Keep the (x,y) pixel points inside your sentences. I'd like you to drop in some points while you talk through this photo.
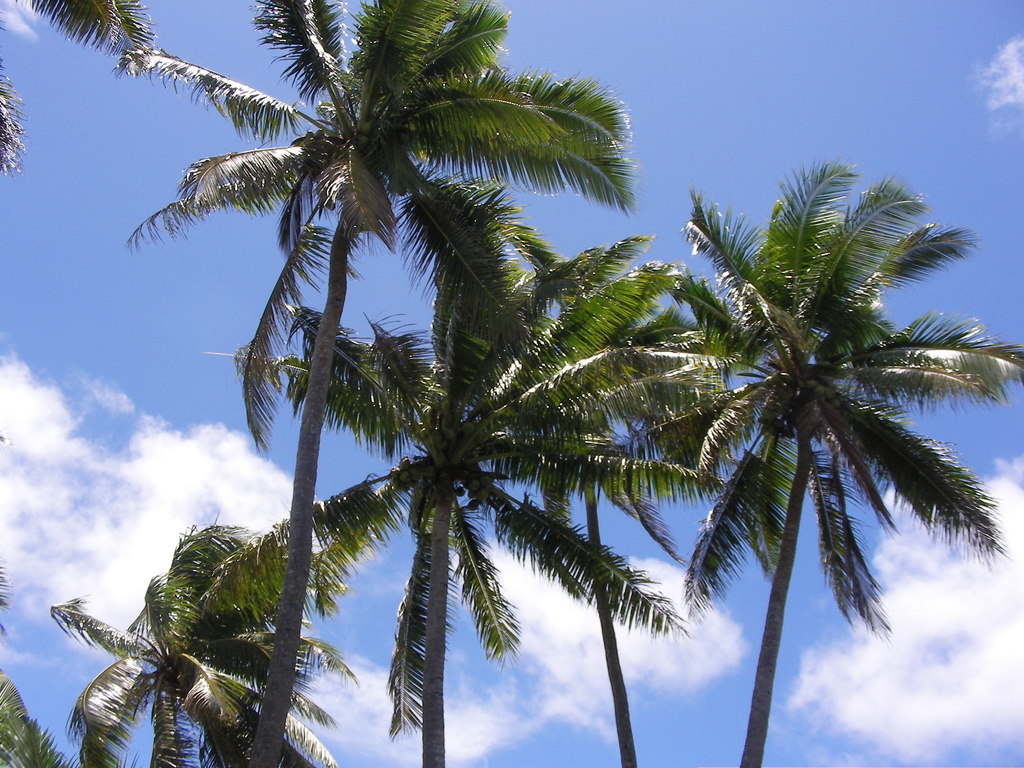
This image consists of trees (517,331). At the top (686,159), there are clouds (120,585) in the sky (133,748).
